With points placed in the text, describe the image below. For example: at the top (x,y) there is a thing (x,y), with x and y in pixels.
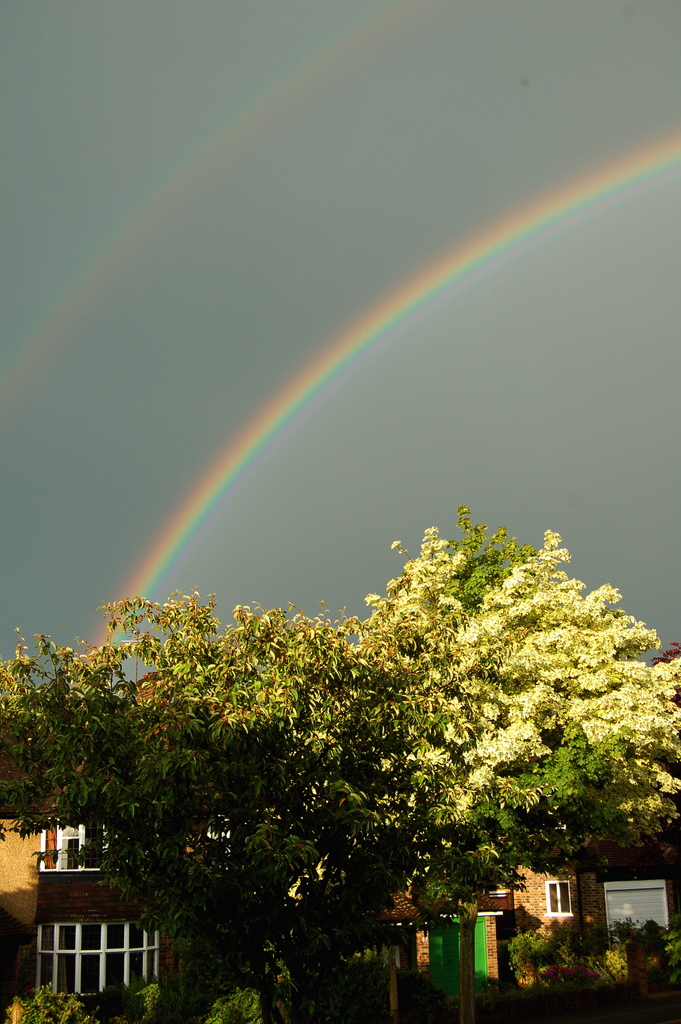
In this image I can see the tree (529,841) in green color, background (38,879) I can see a building (49,874) in brown color, rainbow (400,296) in orange, red, yellow, blue and purple color and the sky (198,77) is in grey color.
